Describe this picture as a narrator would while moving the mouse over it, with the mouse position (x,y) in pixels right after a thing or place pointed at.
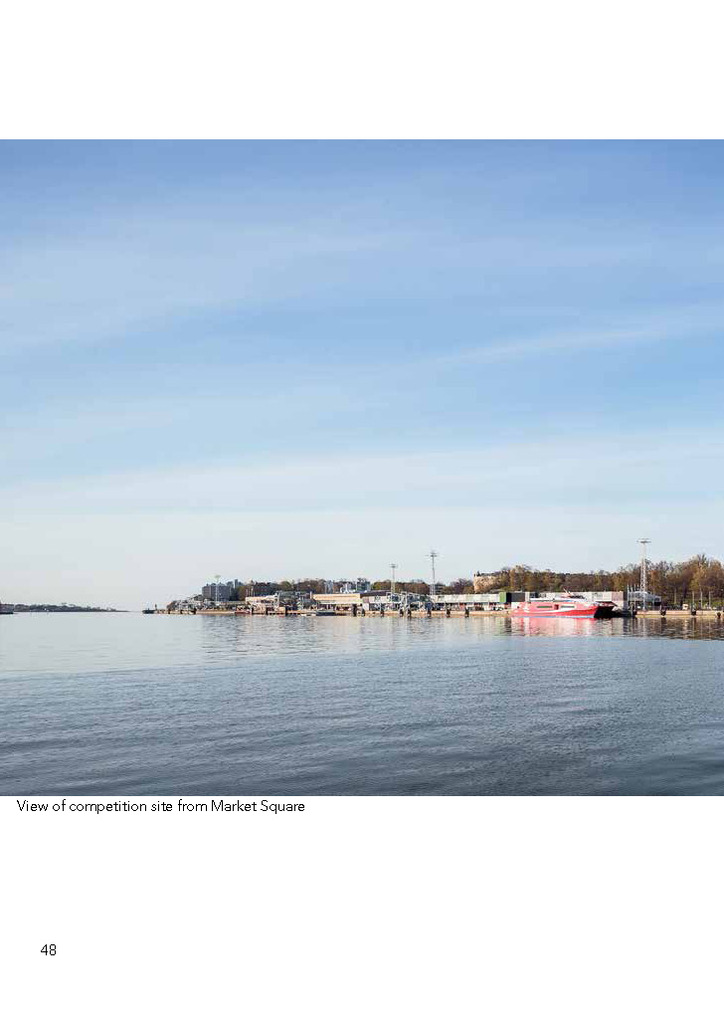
In this picture we can see the water (362,671), boats (606,606), poles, trees (295,586), some objects (220,600) and in the background (182,440) we can see the sky (422,432) and at the bottom left corner of this picture (236,809) we can see some text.
